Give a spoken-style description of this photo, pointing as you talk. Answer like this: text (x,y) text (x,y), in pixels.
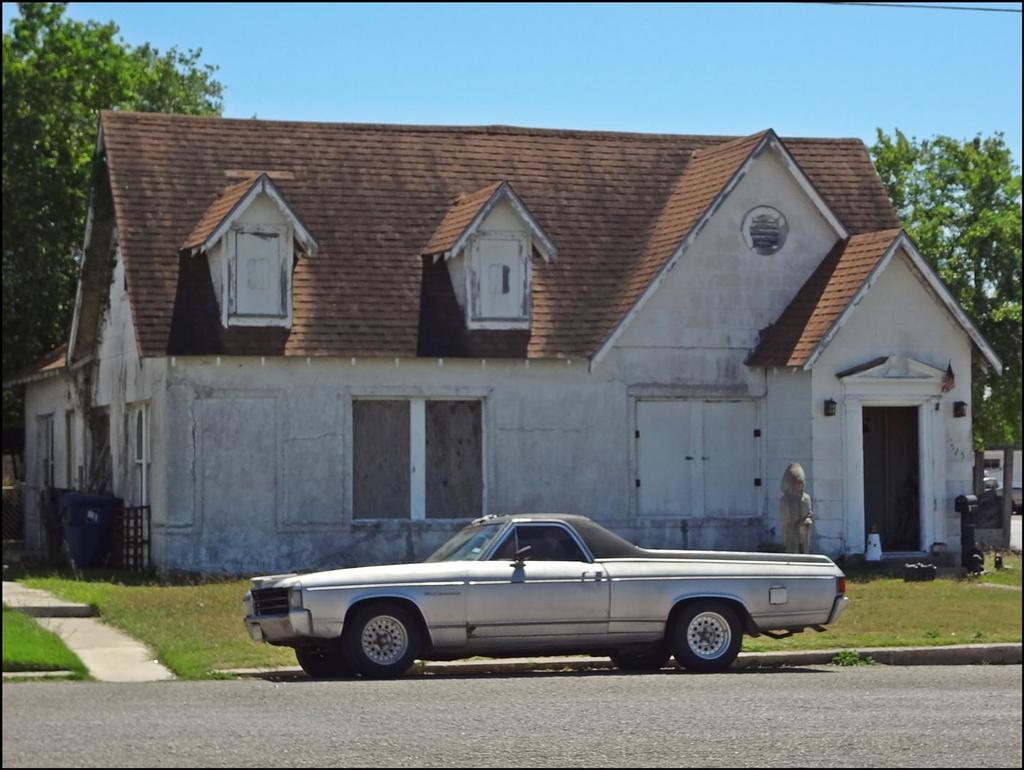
In the foreground of this image (633,632), there is a vehicle (465,623) on the road (474,732). In the background (498,283), there is a house (406,276), trees (1015,321), grassland (945,597) and the sky (640,88).
